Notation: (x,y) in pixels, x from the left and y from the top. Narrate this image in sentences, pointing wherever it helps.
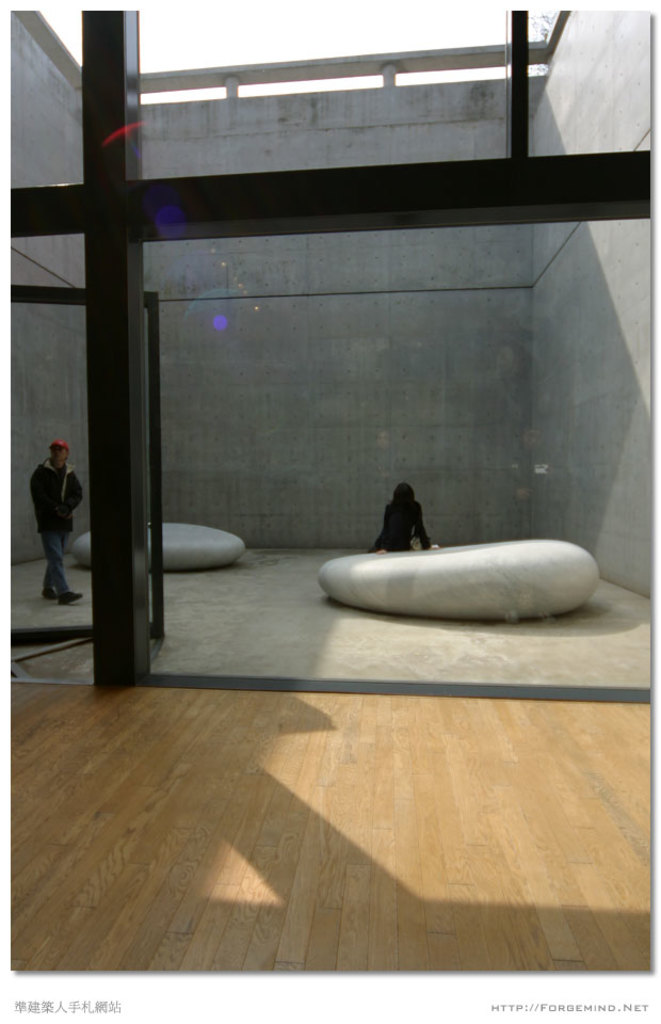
In this image, we can see two persons (72,511) in between walls (82,403). There is a pillar (106,372) on the left side of the image (129,338). There is a sky (358,82) at the top of the image (323,28).
